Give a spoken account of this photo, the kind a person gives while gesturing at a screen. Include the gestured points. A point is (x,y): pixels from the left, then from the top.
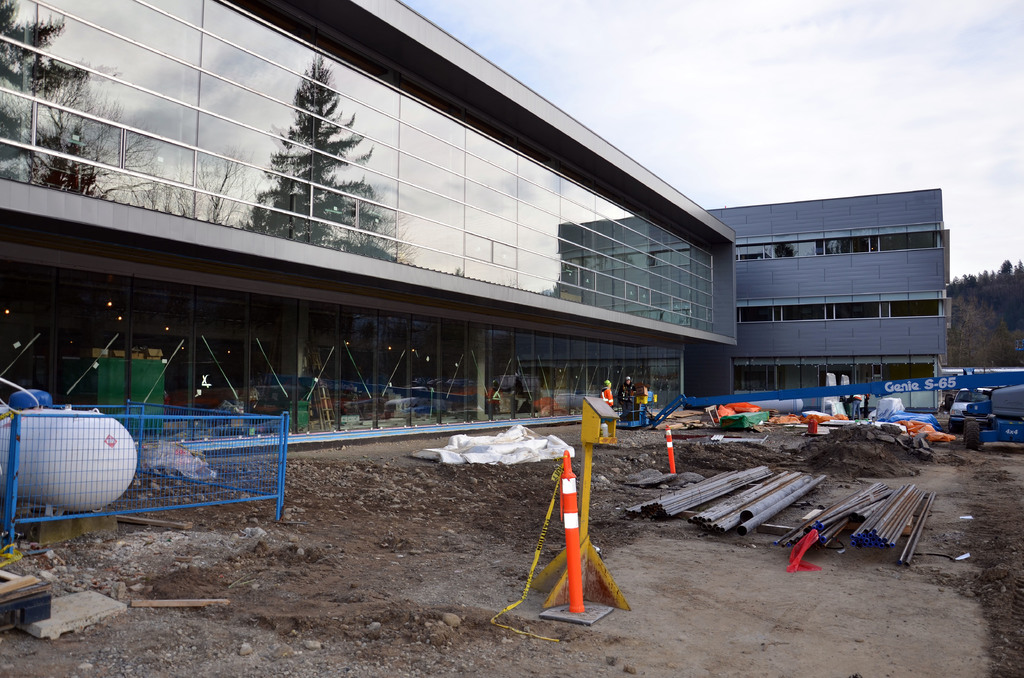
In this image I can see the building (741,319) and trees (985,330). In-front of the buildings (568,332) I can see few people (607,389) standing and there are traffic poles (573,522), iron rods (715,509), crane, vehicles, many objects (453,458) and the blue color railing (126,473). I can see the white color object (71,458) inside the blue color railing (209,456). In the background (574,106) I can see the sky (743,62).
